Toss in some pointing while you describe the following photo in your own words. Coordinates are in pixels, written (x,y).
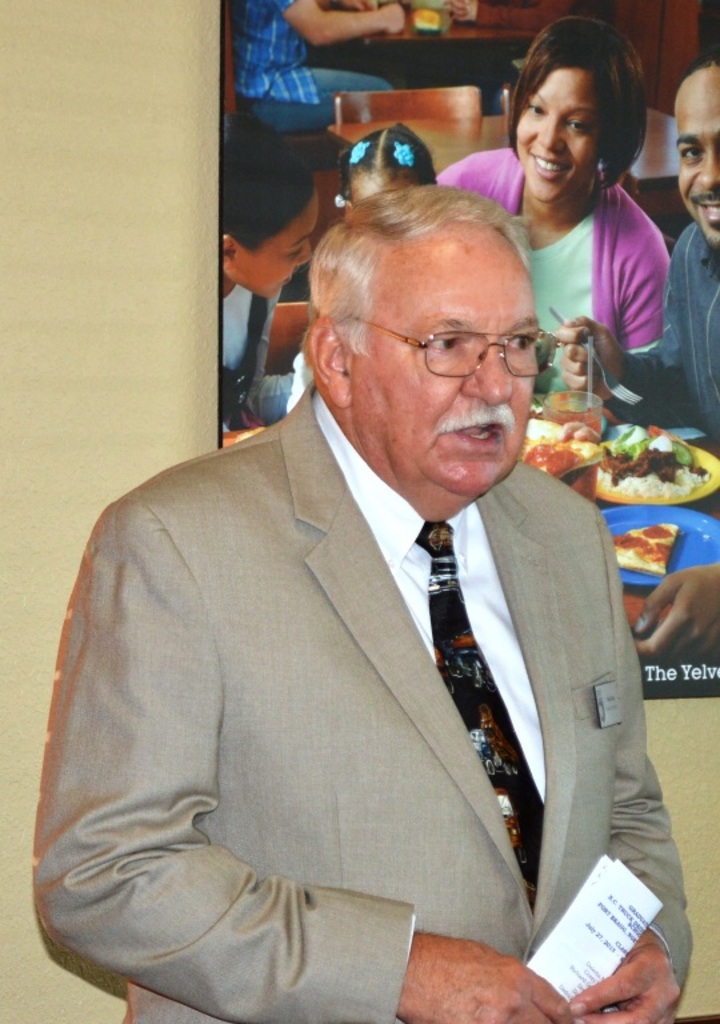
In this picture we can see a person (201,778), he is holding a paper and in the background (61,489) we can see a wall (48,277), photo frame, here we can see people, chairs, food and some objects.
